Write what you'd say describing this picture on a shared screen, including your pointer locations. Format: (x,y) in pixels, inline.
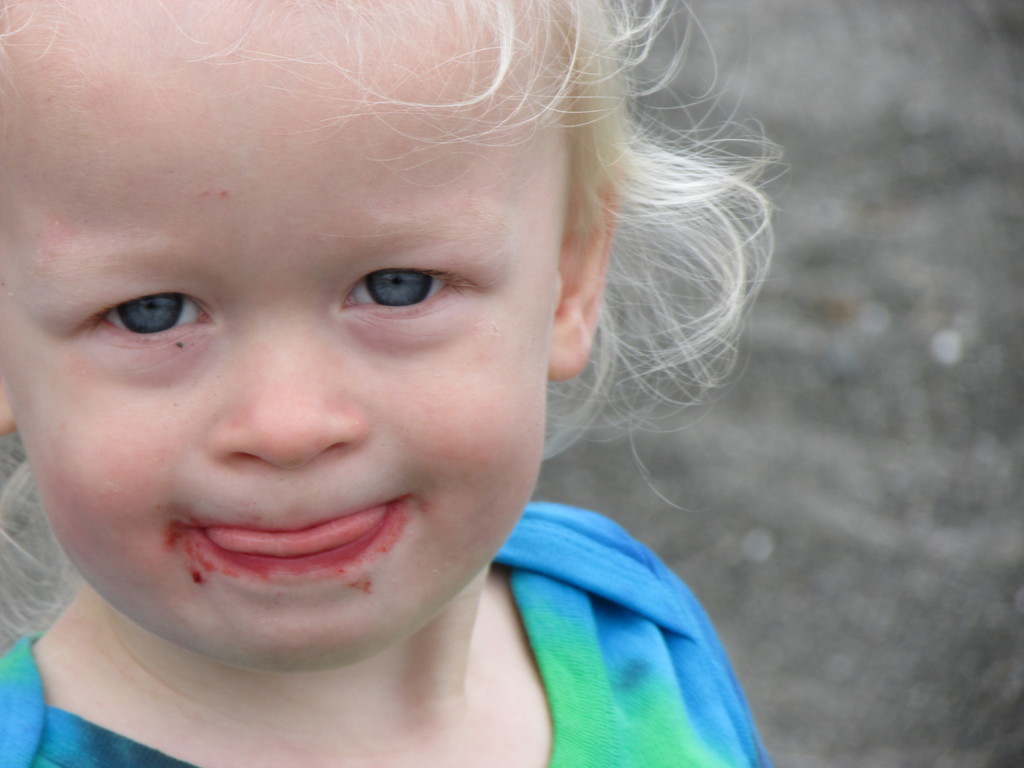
In this image I can see the child (242,568) with blue and green color dress (654,715) and there is a blurred background (818,747).
